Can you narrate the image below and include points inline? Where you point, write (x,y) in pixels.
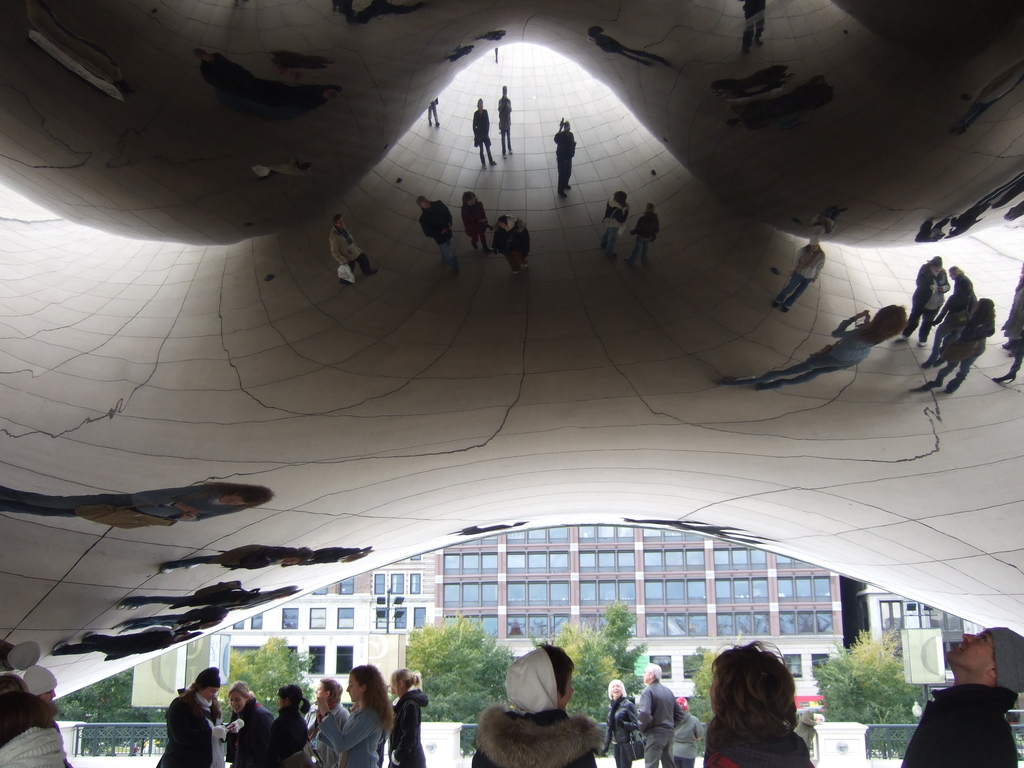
In this image at the bottom (962,653) few people (674,763) are standing and talking. In the middle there are trees (505,672) and a very big building (546,602), at the top (766,115) it is a mirror (496,246) in curved shape.
